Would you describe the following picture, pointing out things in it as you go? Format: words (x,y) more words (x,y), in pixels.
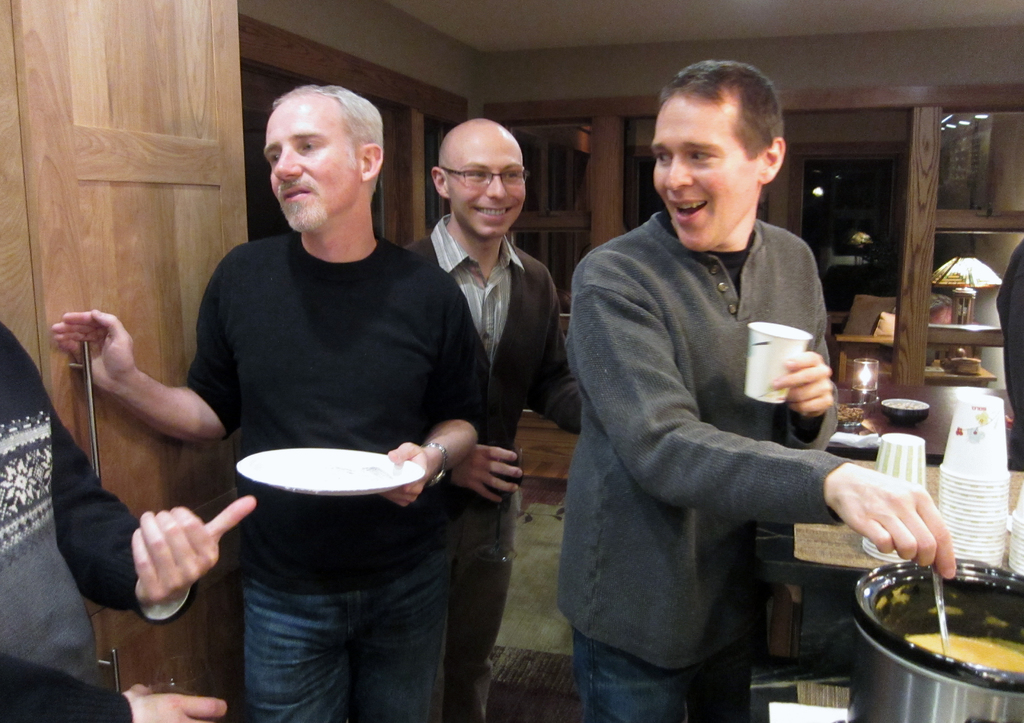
In this image, we can see some people (315,307) standing, on the right side (901,696), we can see a container (885,685) and we can see some glasses (991,503), on the left side (88,145) we can see the wooden door (119,138).
